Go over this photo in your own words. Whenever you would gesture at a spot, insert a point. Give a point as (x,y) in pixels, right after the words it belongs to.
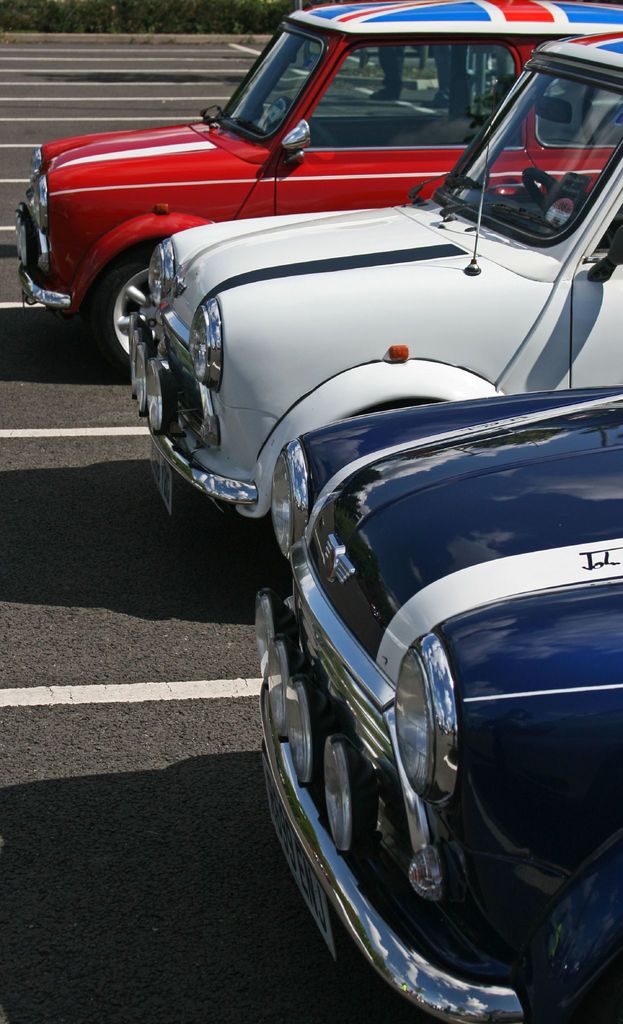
In the picture I can see three cars (253,483) on the road (258,699). I can also see white color lines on the road (142,534).
